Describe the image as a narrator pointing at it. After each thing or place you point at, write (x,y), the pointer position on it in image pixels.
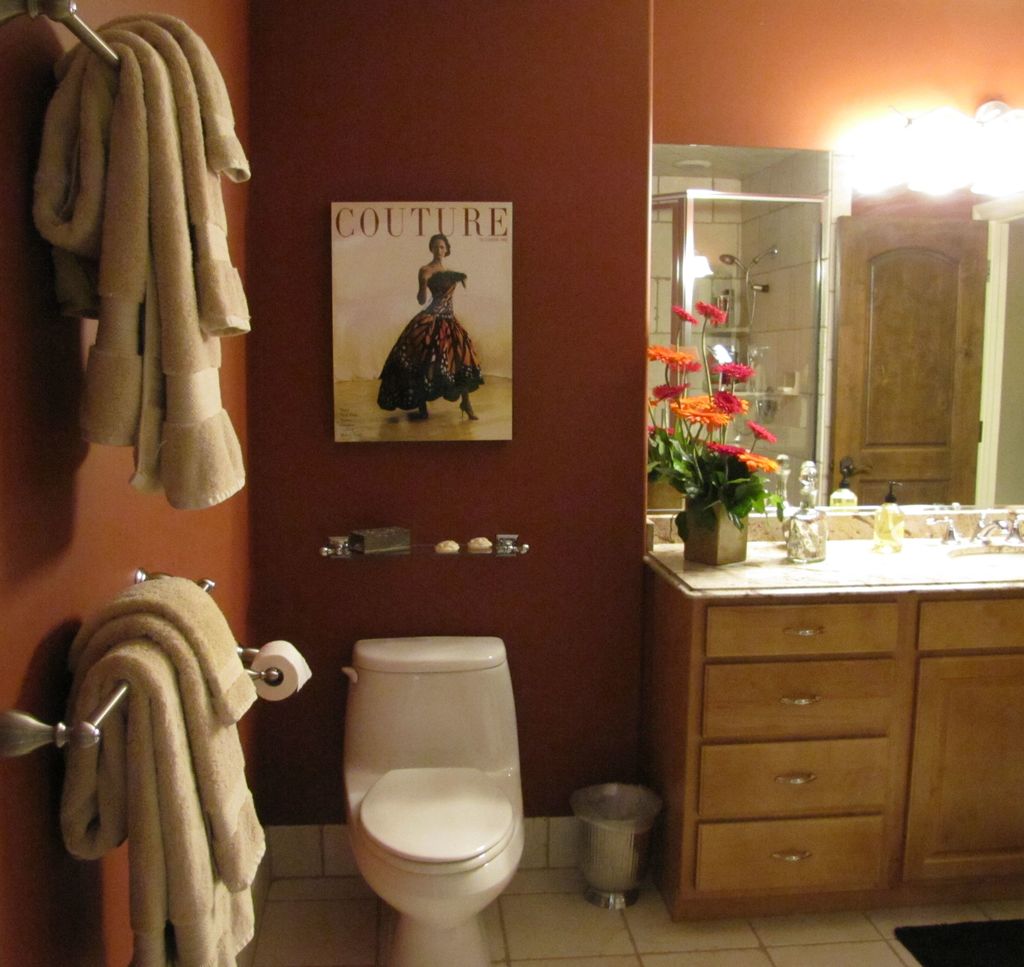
In this picture we can see towels (164,322) on hangers (9,717), poster (406,341) on the wall (305,215), toilet seat (394,861), flush tank (434,679), dustbin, tissue paper roll (288,697), tap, cupboards (998,639), mirror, lights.
